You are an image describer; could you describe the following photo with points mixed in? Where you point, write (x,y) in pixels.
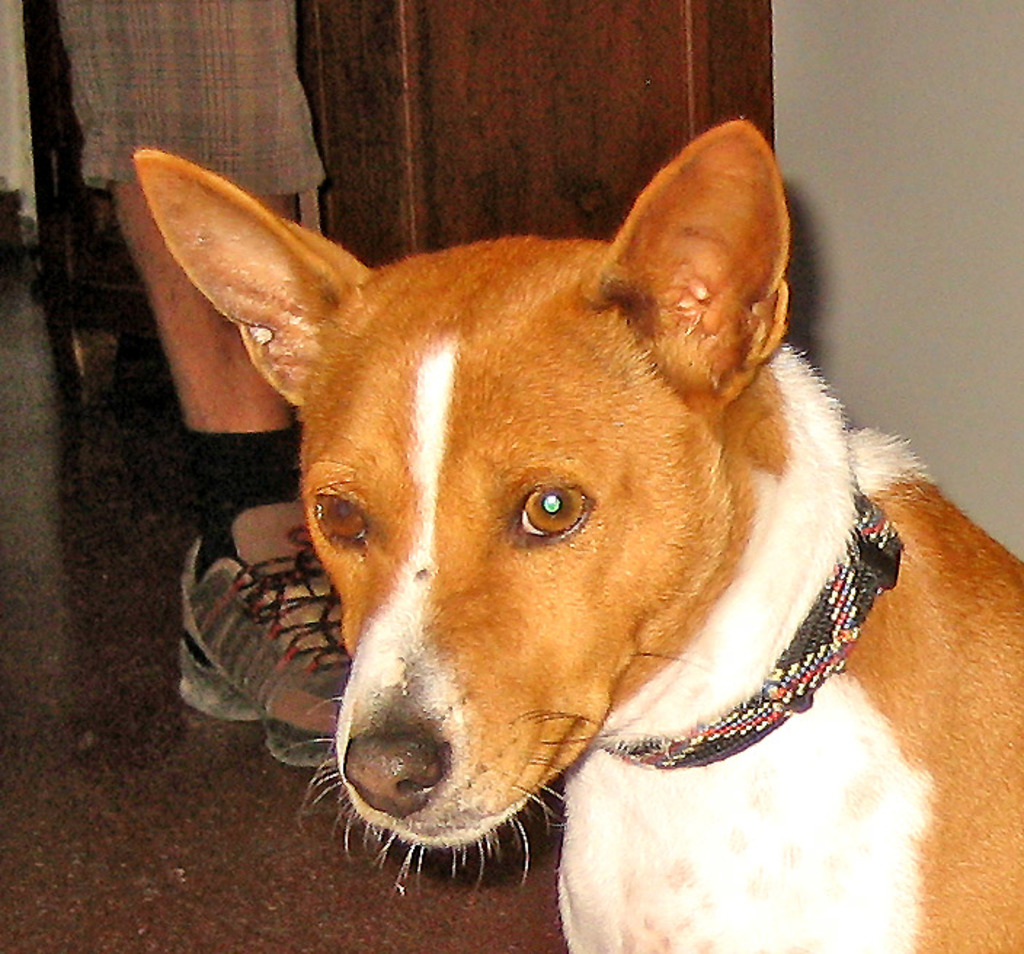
In this image, I can see a dog (563,700). In the background (489,95), there is a wooden object (508,160) and a leg (186,106) of a person (200,419) with a shoe (249,645). At the bottom of the image (214,891), I can see the floor (220,873).
